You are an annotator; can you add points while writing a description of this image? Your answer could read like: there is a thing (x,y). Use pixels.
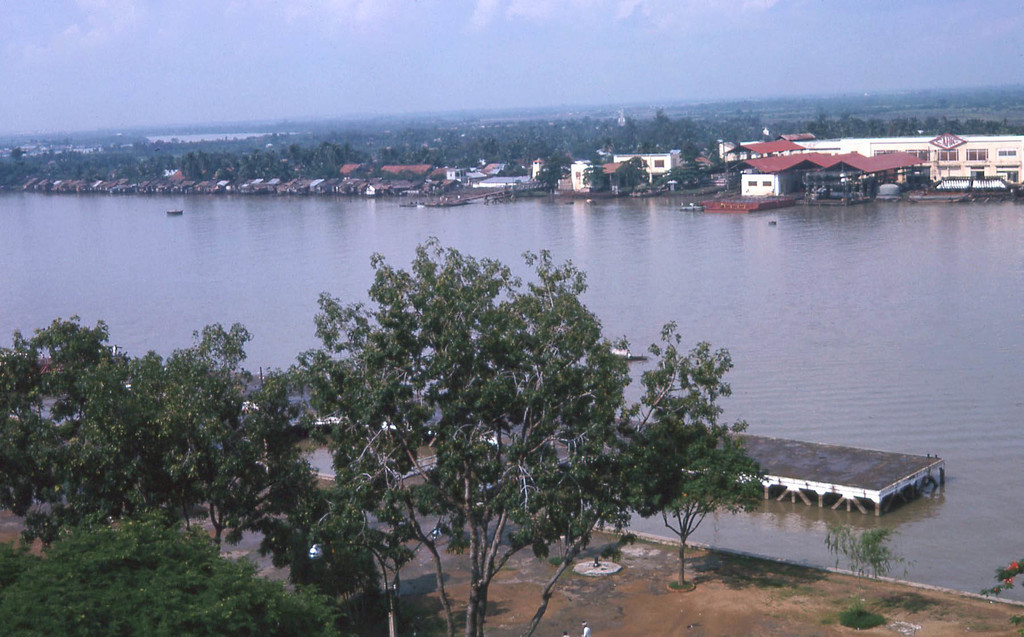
In the picture we can see some trees (414,499) on the path (570,594) and behind the path (598,551) we can see water (296,224) and far away we can see some boats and behind it, we can see houses (249,188), trees (882,133), some buildings (995,141) and in the background (523,111) also we can see full of trees (1004,129) and sky (475,105) with clouds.
